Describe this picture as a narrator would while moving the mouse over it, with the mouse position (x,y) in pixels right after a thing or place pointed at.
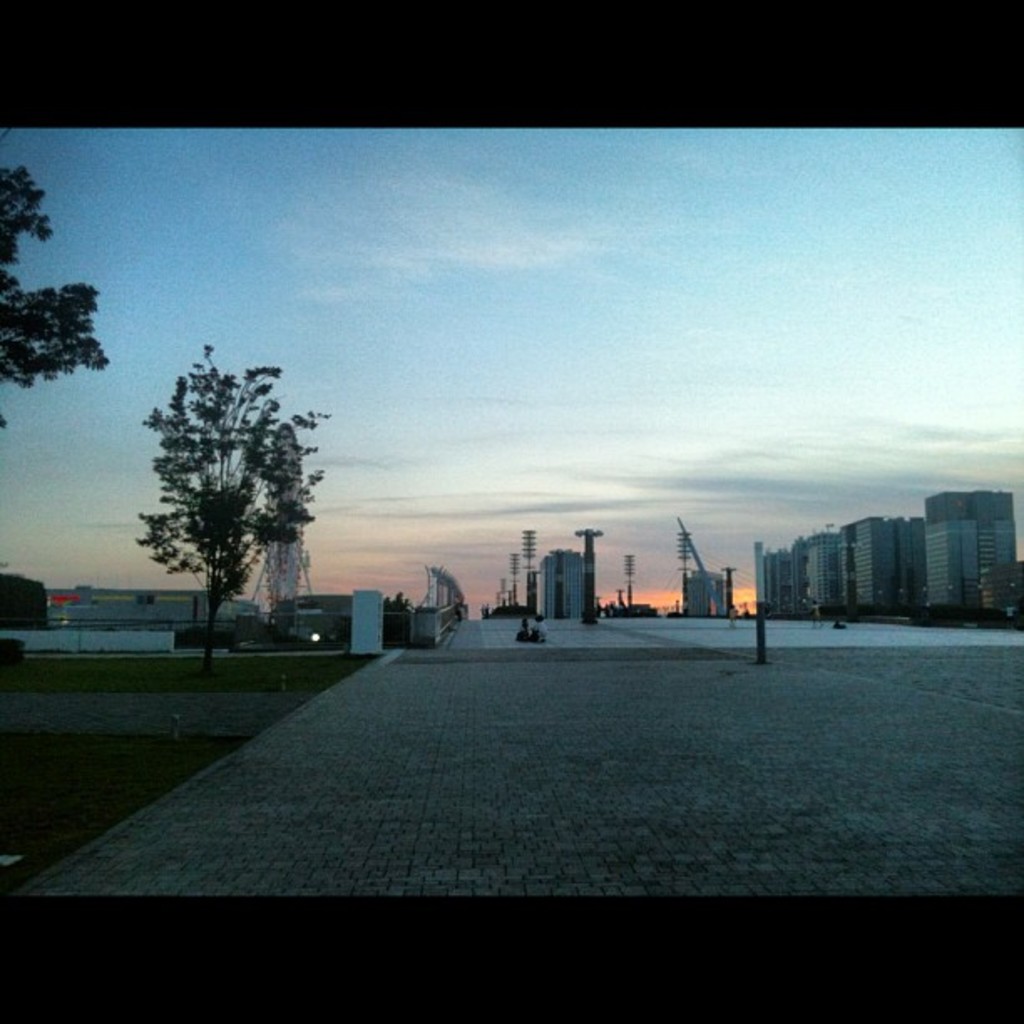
In this image I can see two trees (213,501) and an open grass ground (204,759) in the front (159,693). In the background (883,485) I can see number of buildings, number of poles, few people (520,641), clouds (622,497) and the sky (630,386).
